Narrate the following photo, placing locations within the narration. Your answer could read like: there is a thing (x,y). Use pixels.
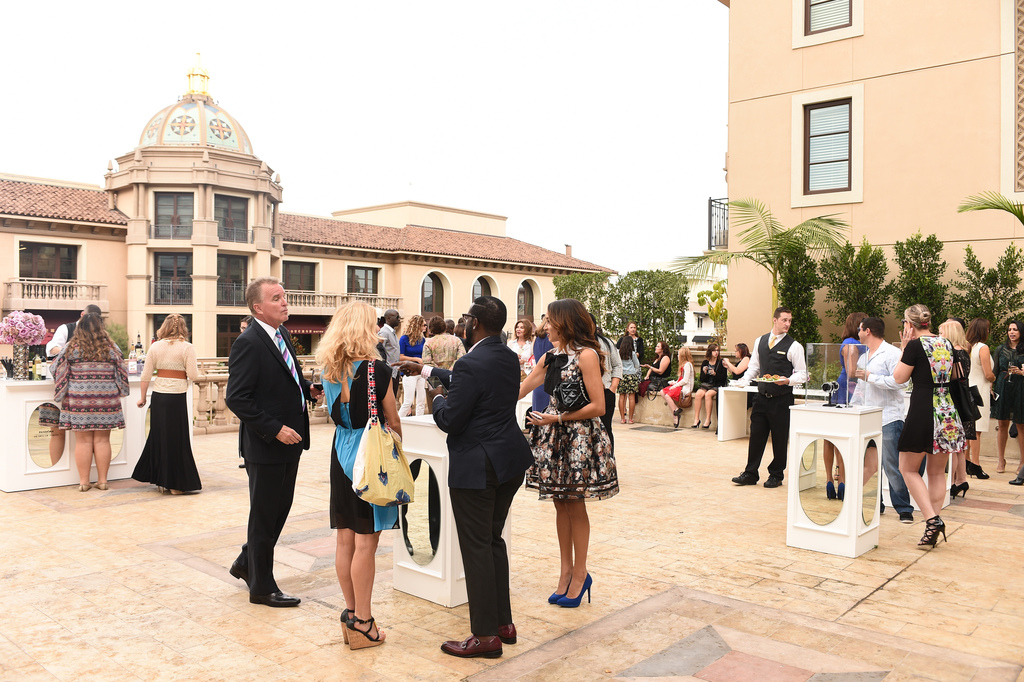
In this image, we can see some plants (940,273), trees (847,282) and buildings (454,218). There are some people (743,352) in the middle of the image (578,329) wearing clothes (761,411). There is an object (434,538) at the bottom (410,541) and on the right side of the image (855,464). At the top of the image (493,110), we can see the sky (585,67).
